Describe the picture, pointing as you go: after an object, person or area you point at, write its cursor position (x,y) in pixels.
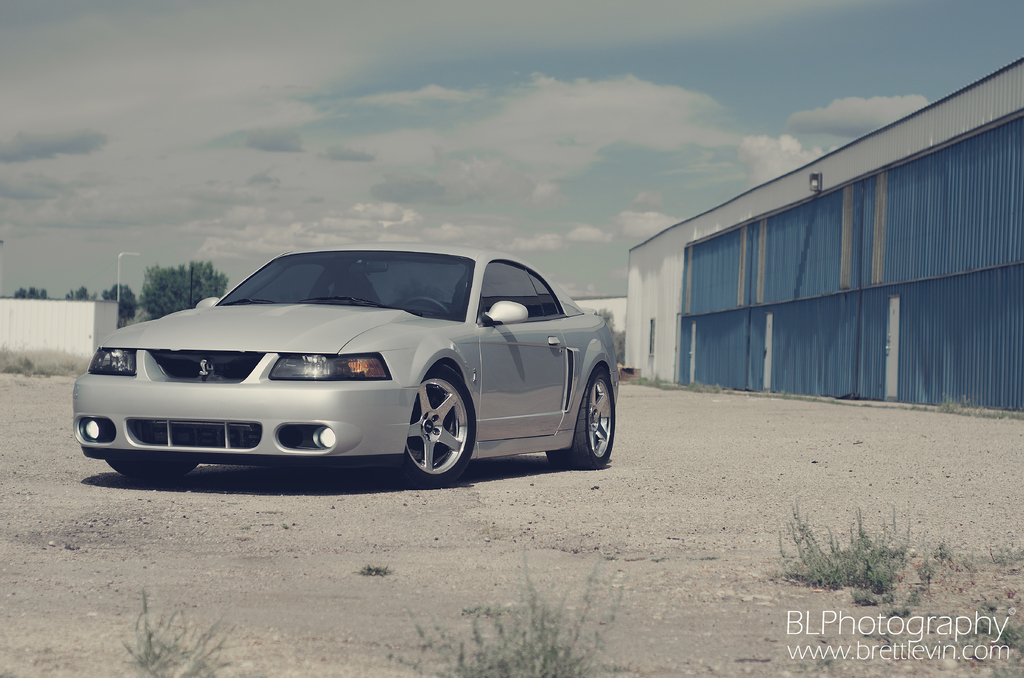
In this image, we can see a car (396,407) on the ground (505,505). We can also see some grass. On the right side (775,284), we can see a building (866,256). There are some trees (188,286). In the background (346,172), we can see the sky (421,197).
